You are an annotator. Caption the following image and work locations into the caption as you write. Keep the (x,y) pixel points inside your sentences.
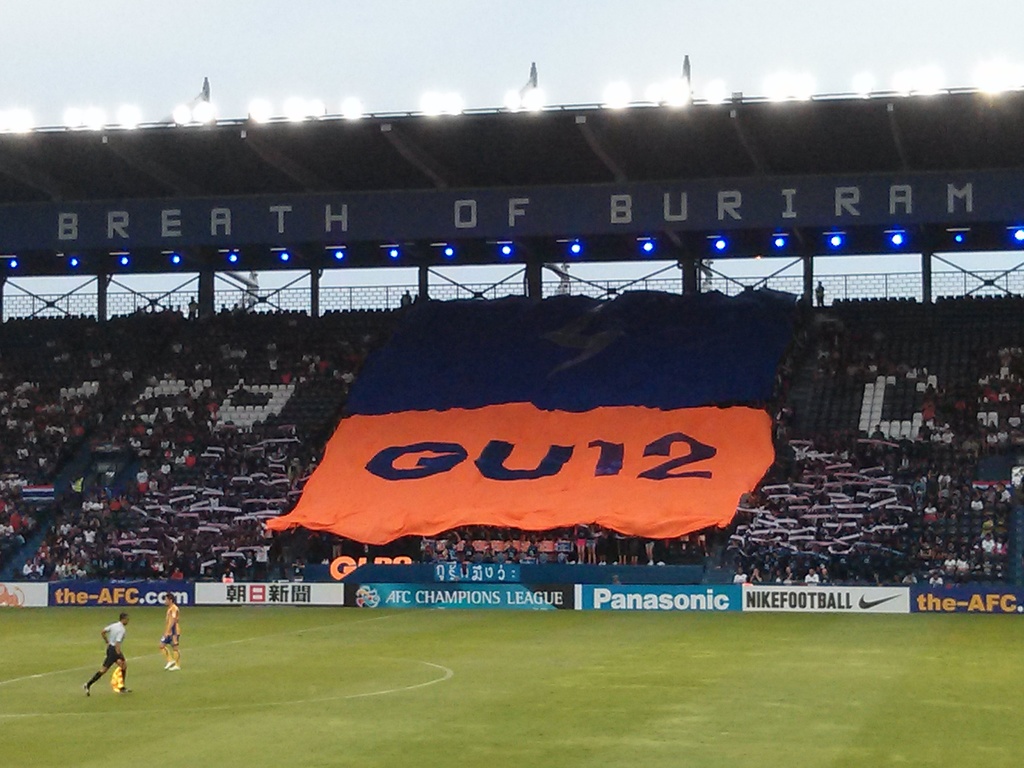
In the image we can see the stadium (751,503), posters (682,591) and text (693,601) on the posters (701,590). Here we can see the people (120,649) walking, they are wearing clothes (108,656) and shoes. Here we can see grass (507,691), lights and the sky (317,92).
